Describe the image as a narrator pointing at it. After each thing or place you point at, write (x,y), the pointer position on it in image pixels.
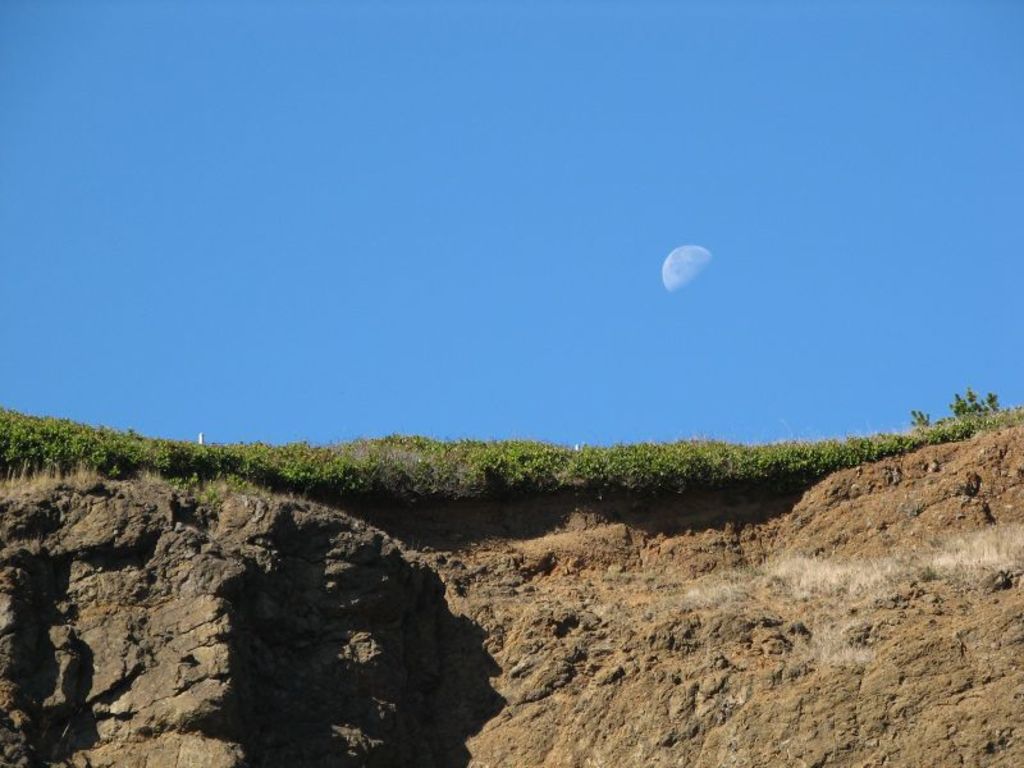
In this picture I can see grass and I can see moon (676,272) in the blue sky (387,266).
